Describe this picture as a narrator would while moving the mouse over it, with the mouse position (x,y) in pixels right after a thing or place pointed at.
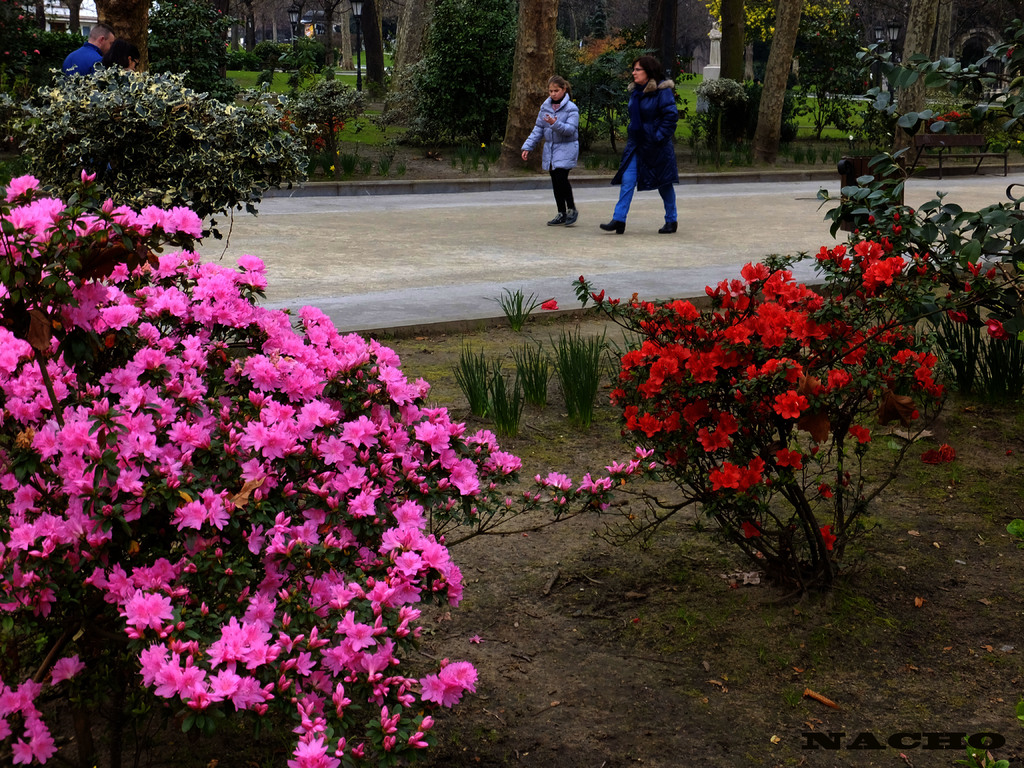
In this image, we can see flower plants (285,610), grass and ground (877,706). Top of the image (543,148), we can see few people (641,171), trees (145,63), plants (726,110), grass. Here we can see woman (643,79) and girl (560,154) are walking on the walkway (477,293).
